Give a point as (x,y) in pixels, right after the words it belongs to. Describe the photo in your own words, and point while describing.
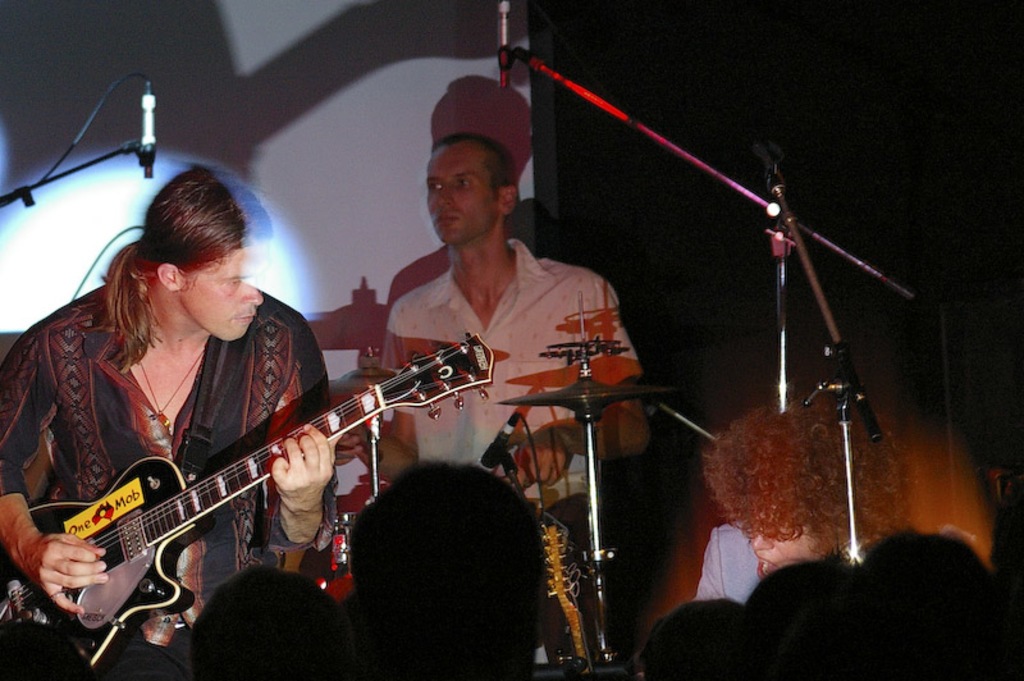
A band (188,271) is performing on stage (407,449). In the band (81,568) a man (182,398) is playing guitar (146,481) in the front (298,433). A man (481,233) is playing drums (588,472) in the back (469,201). Another man (779,501) is singing. There are some people (384,649) are watching in the front (884,606).
